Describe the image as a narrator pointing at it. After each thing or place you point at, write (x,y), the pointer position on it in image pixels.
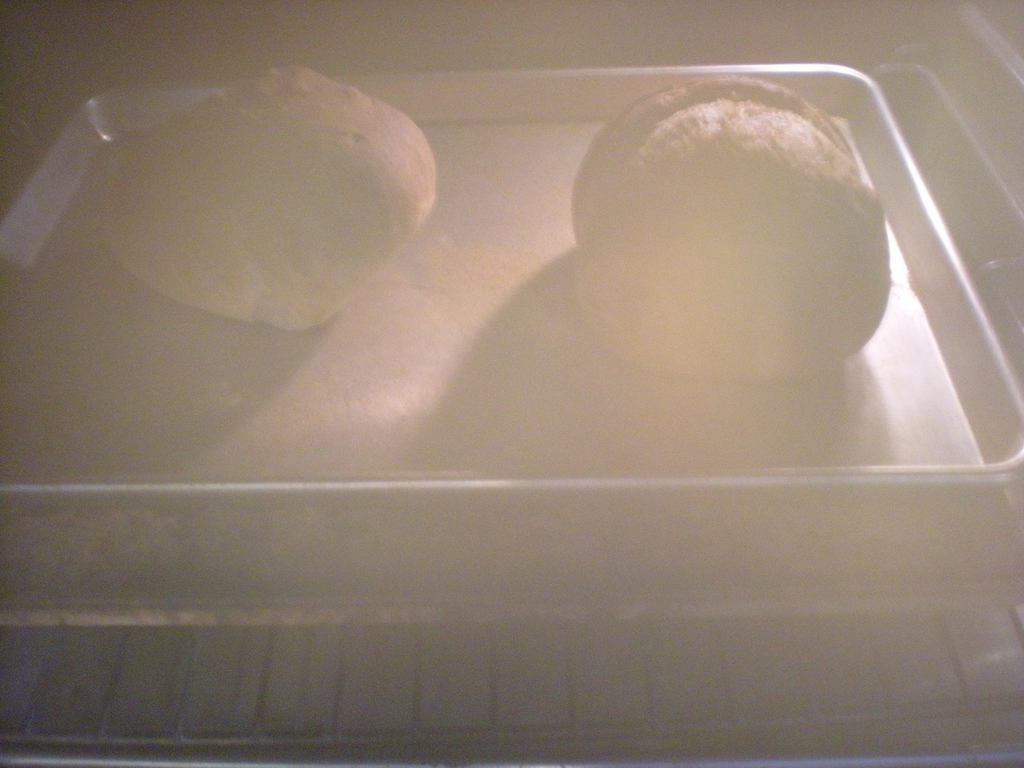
In this image, we can see some food (259,128) on the tray (416,375) and at the bottom (414,641), there is a grill (509,648).
